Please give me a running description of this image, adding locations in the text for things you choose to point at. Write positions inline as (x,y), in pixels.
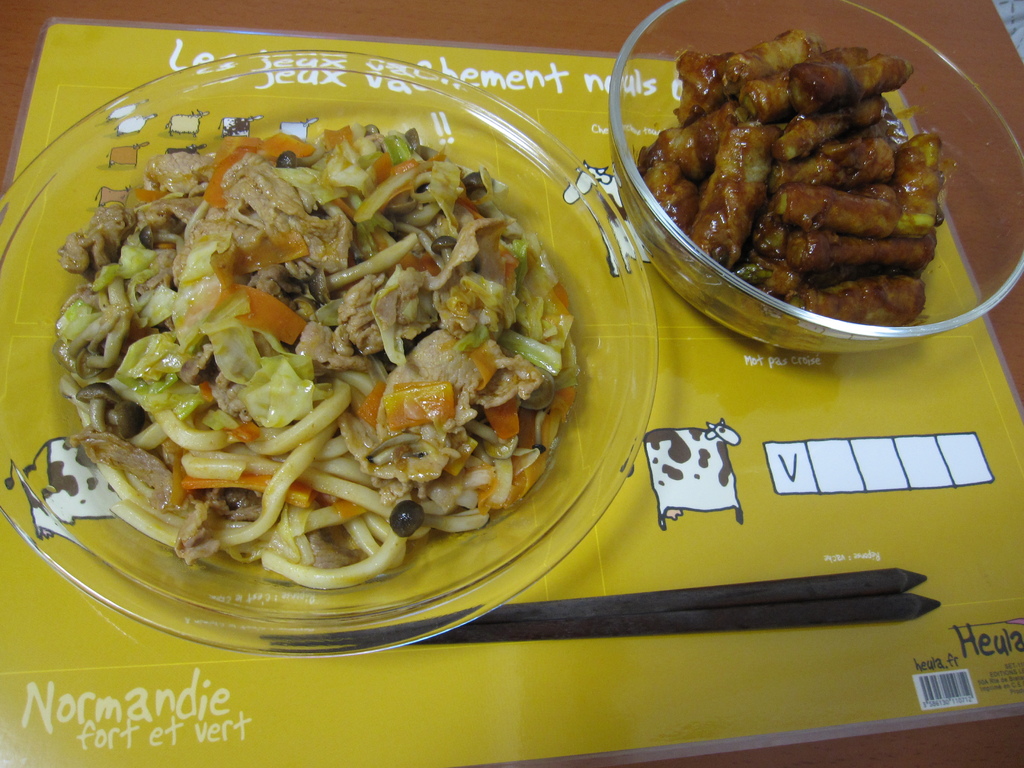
In this image there are food items (683,215) in the glass bowls (973,194), there is a card (49,627) and chopsticks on the wooden board (0,79).
